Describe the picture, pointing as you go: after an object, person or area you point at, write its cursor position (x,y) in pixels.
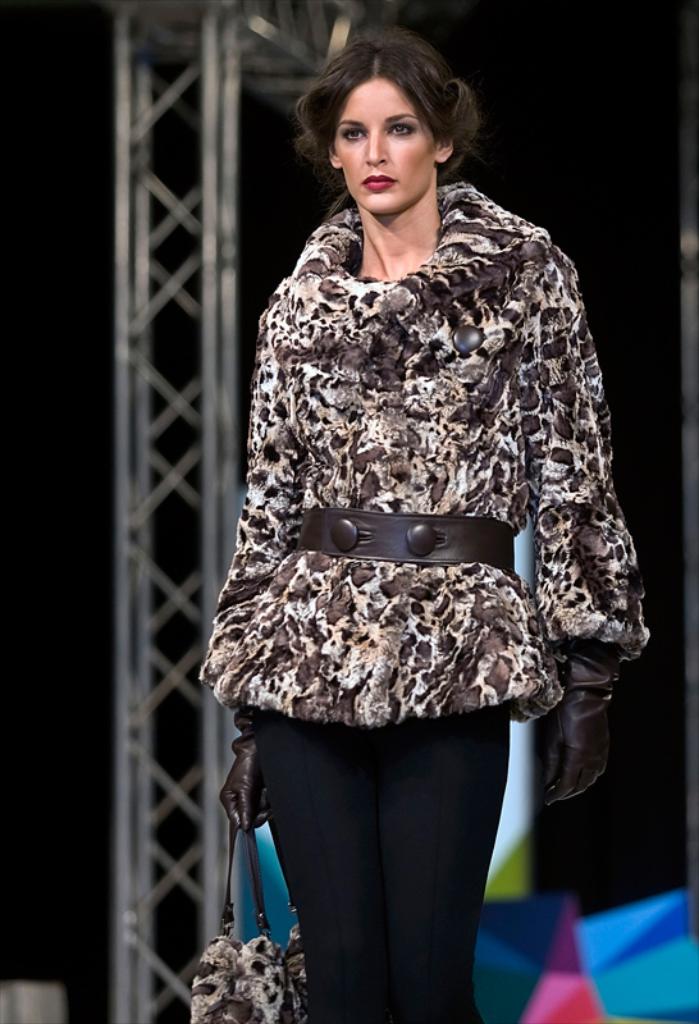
Here we can see a woman (320,510) standing with a handbag (267,972) in her hand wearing gloves (252,808).
